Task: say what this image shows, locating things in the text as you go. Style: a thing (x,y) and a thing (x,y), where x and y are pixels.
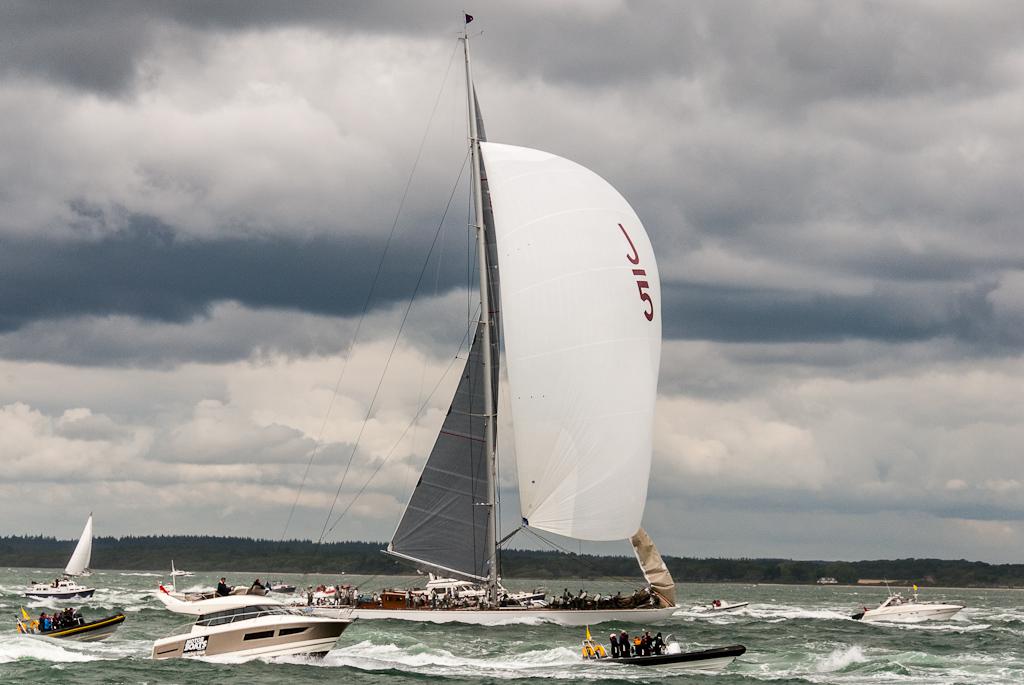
In this image, I can see the boats (404,595) moving on the water (568,635). In the background (110,566), I think these are the trees (679,558). I can see the clouds (239,253) in the sky (92,278).
